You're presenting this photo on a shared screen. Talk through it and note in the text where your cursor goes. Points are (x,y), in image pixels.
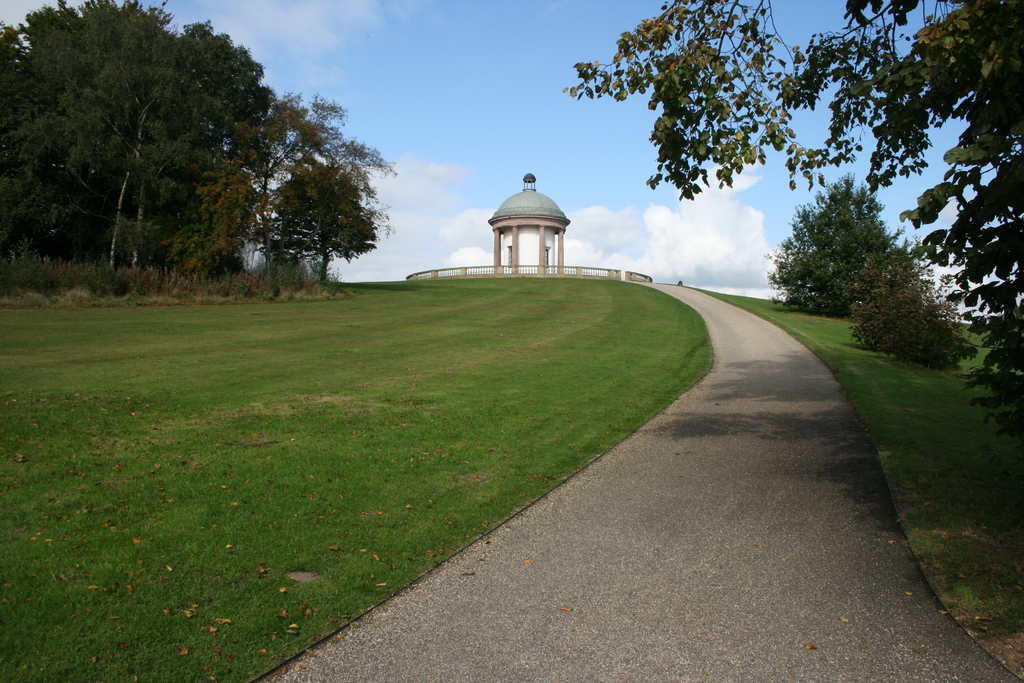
In this image there is grass (626,403) on the ground (753,440). On the right side (856,271) there are plants (855,249). On the left side (188,201) there are trees (271,253). In the background (501,256) there is a railing (560,266), there is a tower (528,247) and the sky (481,216) is cloudy.
